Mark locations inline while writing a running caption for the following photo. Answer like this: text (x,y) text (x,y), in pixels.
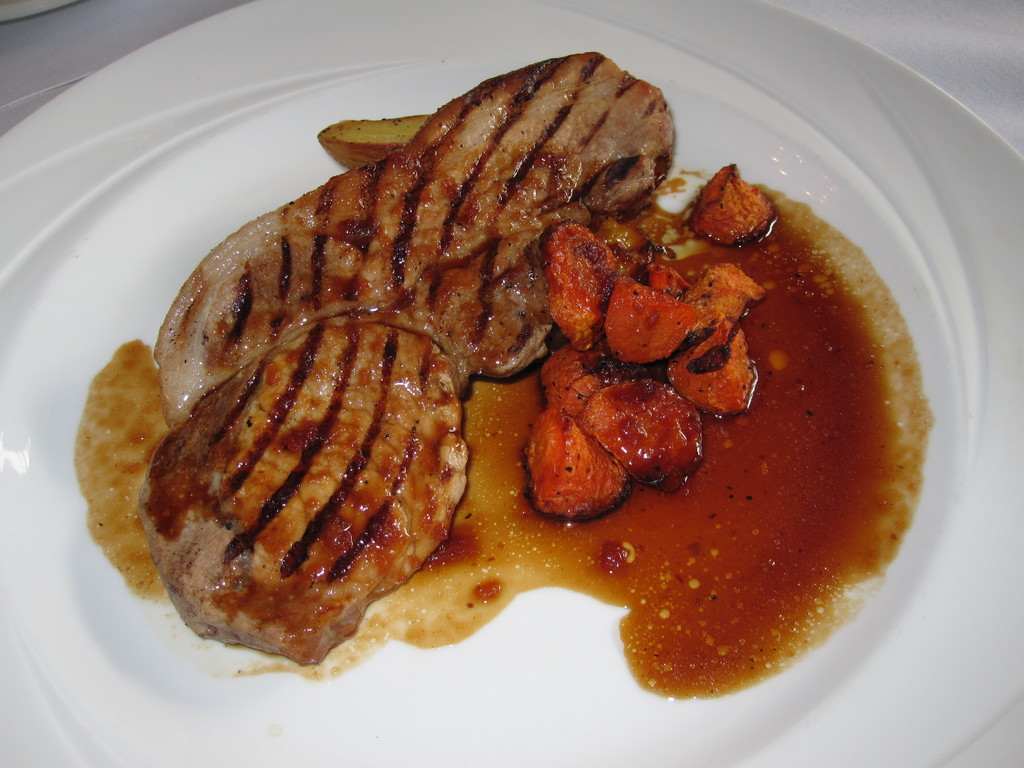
In this image we can see some food items (126,565) on the plate (117,190).
